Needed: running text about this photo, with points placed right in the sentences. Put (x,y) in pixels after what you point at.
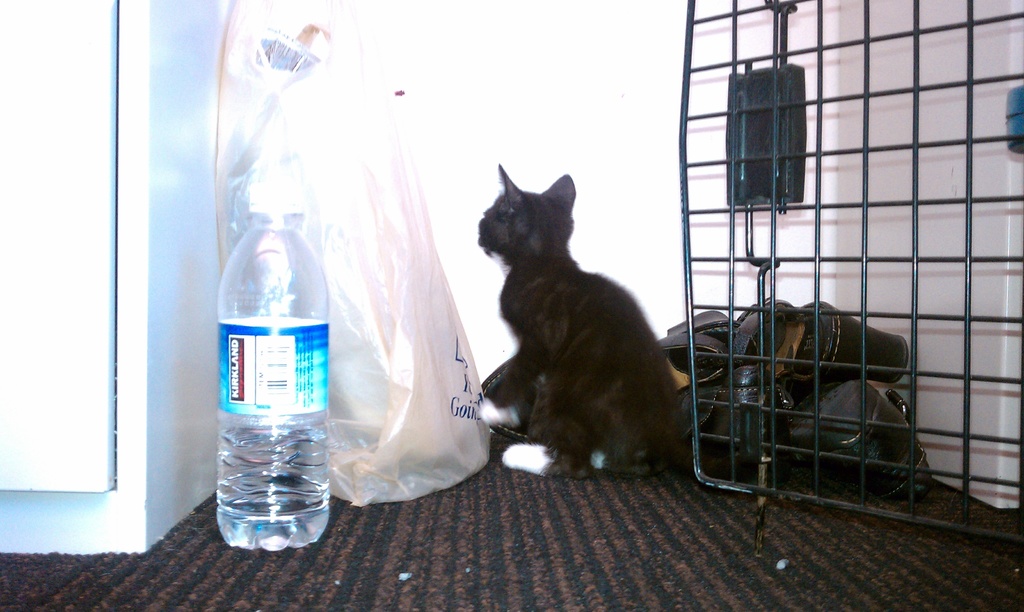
As we can see in the image there is a white color wall (585,189), bottle (293,378), cover (398,338), black color cat (556,320) and on the right side (957,474) there is a black color door (925,432).
